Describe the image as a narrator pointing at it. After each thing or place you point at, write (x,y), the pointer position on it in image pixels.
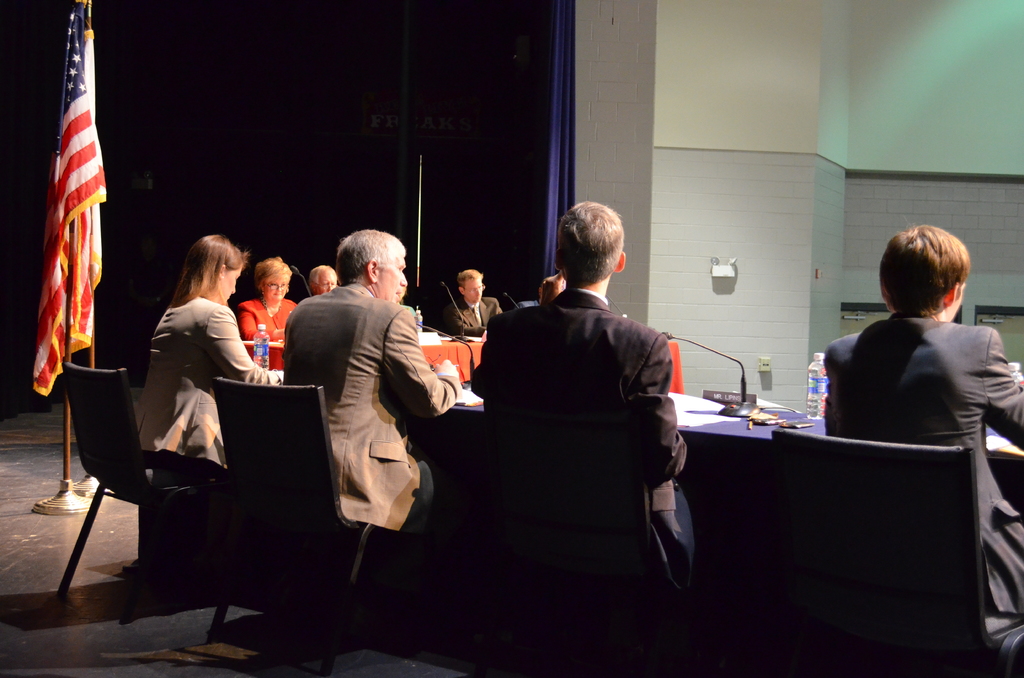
This picture shows few people (392,365) seated on the chairs (802,462) and we see couple of flags (80,231) and few papers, Water bottles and microphones (474,363) on the table (736,428) and we see a cloth (551,239) on the side.
